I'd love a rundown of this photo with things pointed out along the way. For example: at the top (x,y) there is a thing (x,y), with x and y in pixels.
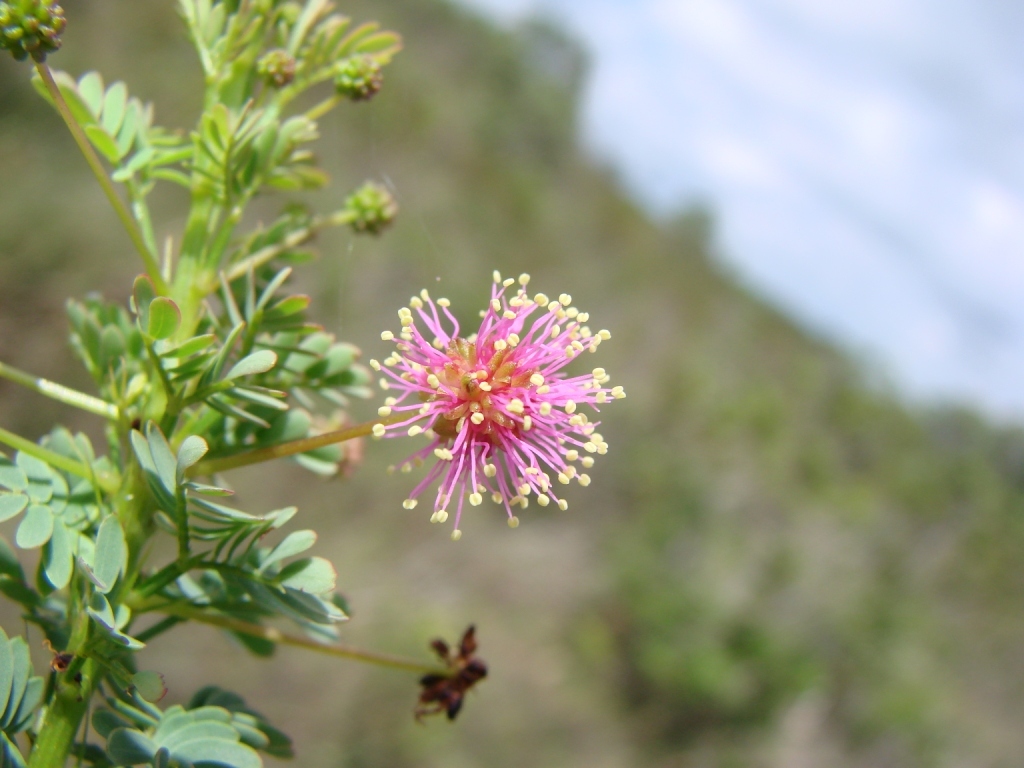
In this picture we can see a flower (418,397), stems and a few leaves (205,20). Background (817,677) is blurry.
